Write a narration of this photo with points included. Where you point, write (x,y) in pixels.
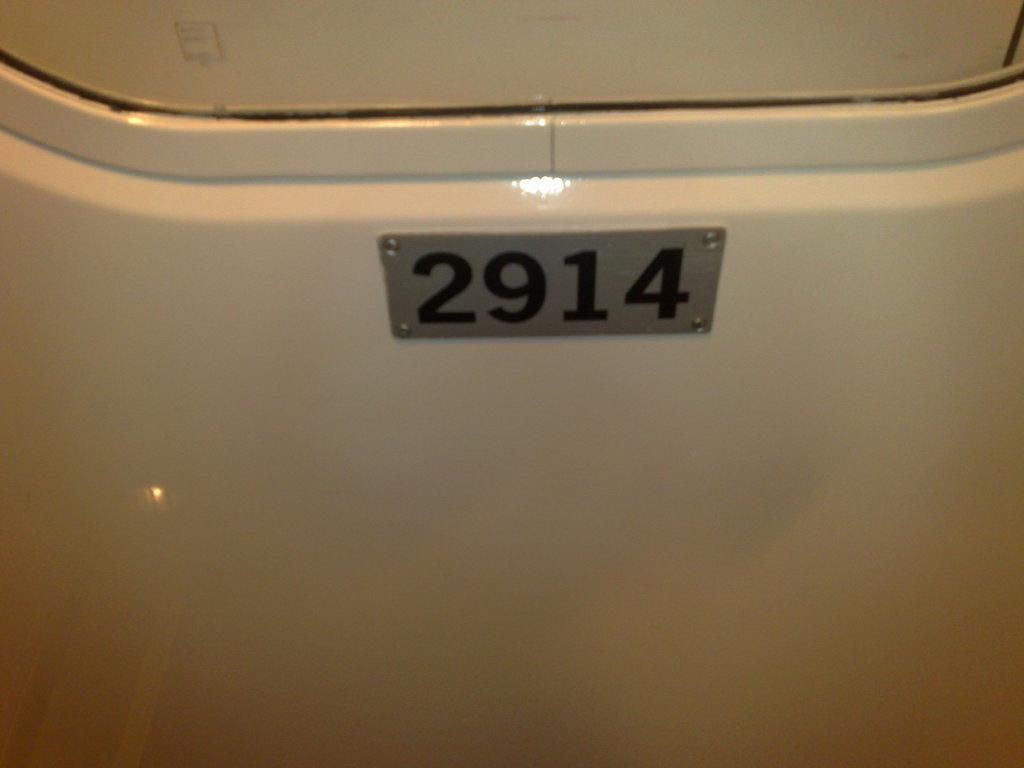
The picture has white surface (349,350). In the center of the picture (397,296) there is a number plate (535,288).
